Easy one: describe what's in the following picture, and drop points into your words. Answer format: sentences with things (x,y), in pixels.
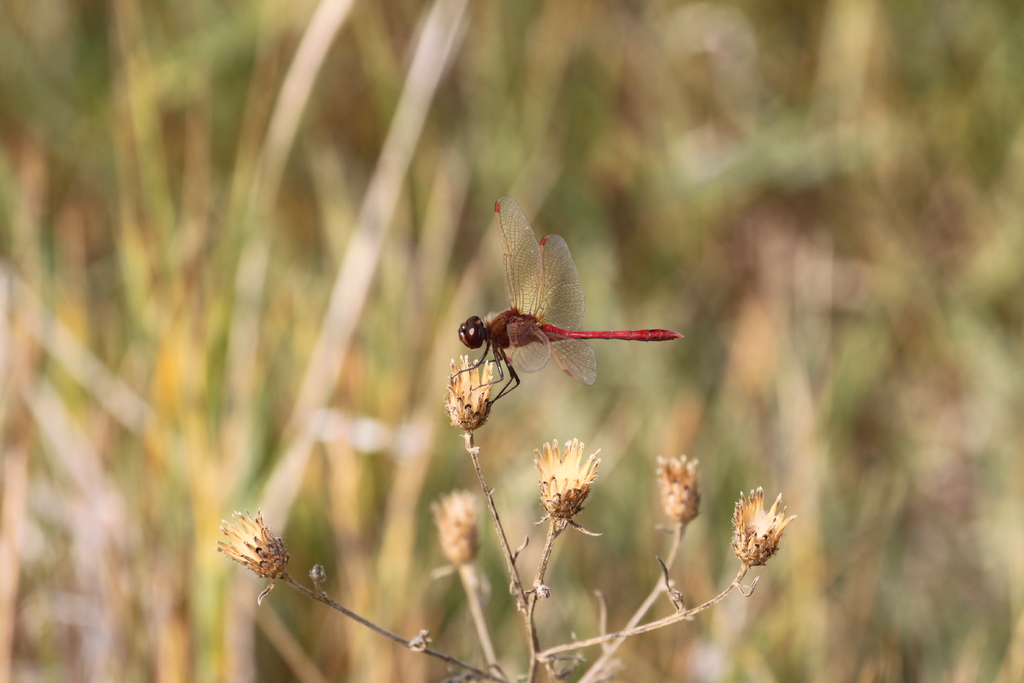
In the given picture, we can see a dried stem (603,641) and unbloomed flowers (257,537) on which, we can see there is a dragonfly (519,321).
